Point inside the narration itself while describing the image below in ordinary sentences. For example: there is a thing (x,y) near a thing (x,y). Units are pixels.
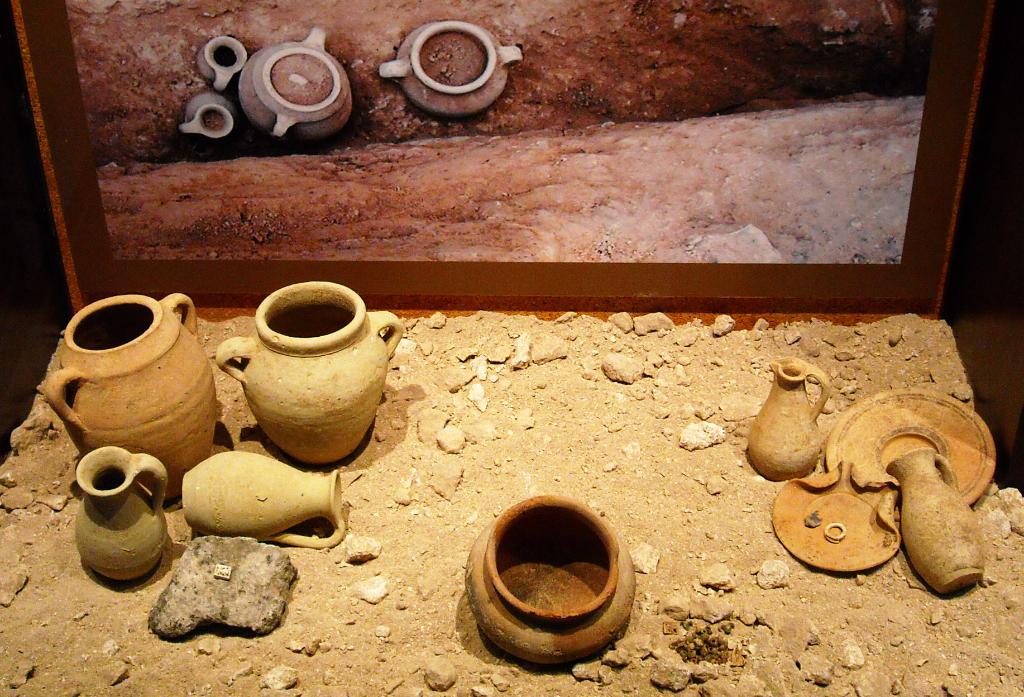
At the bottom of the picture (446,512), we see the mud pots (108,418) and the sand (758,594). In the background (304,251), it looks like a photo frame (626,253) containing the pots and the soil (681,136).
